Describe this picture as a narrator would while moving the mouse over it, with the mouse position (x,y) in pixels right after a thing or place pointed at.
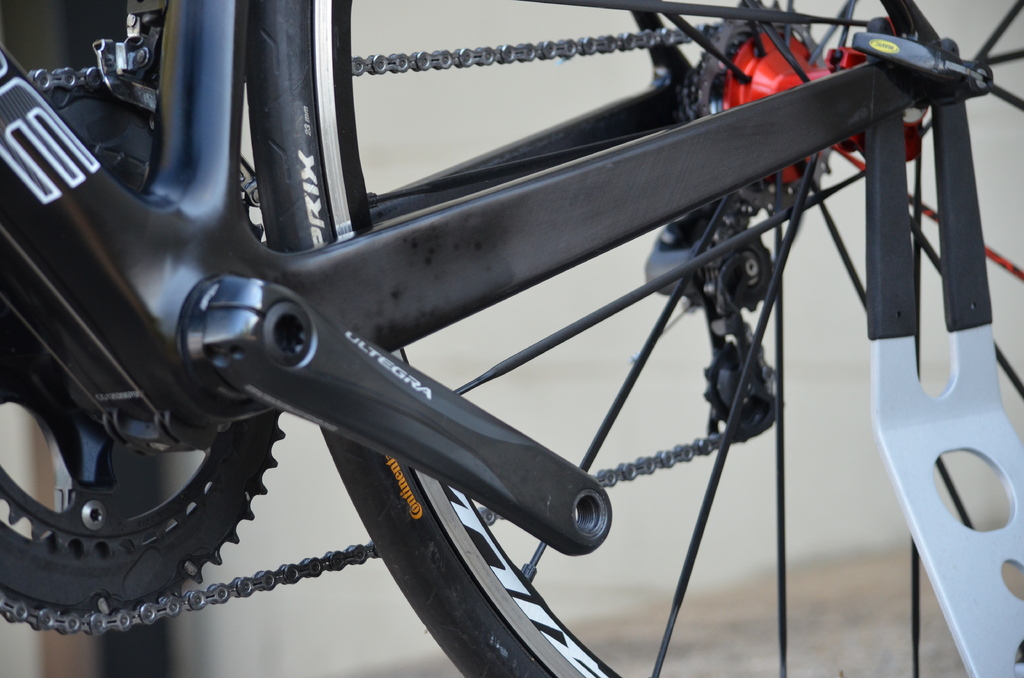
In the center of the image (621,393), we can see a bicycle (364,213).
